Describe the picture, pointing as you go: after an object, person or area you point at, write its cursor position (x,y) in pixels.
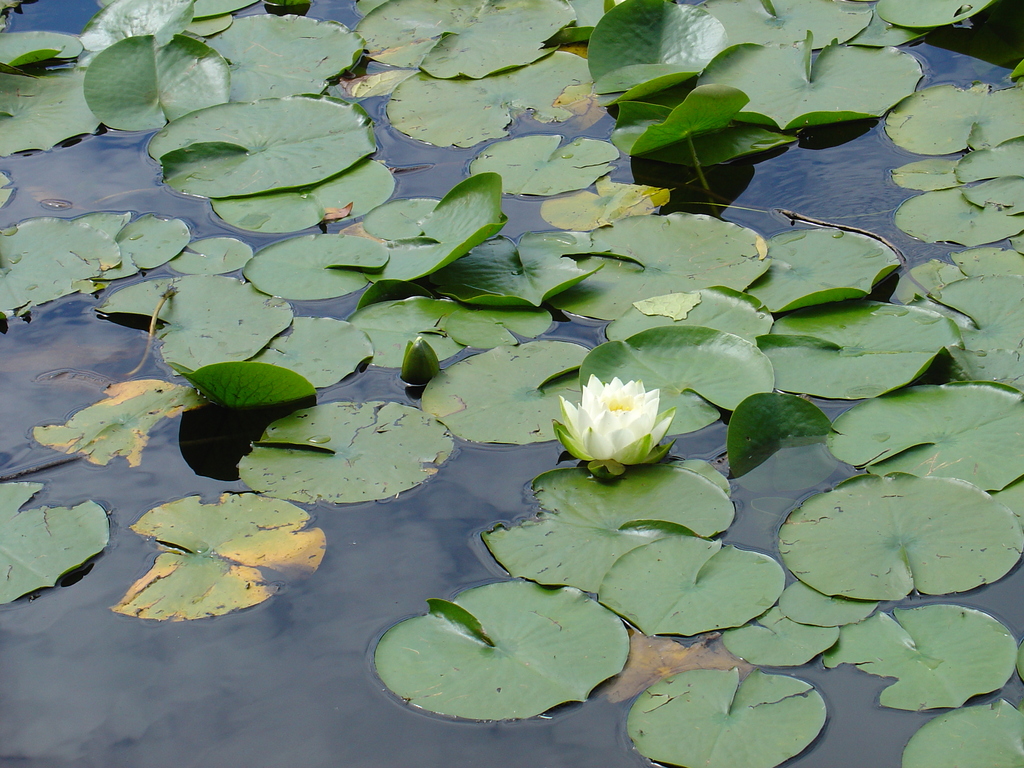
In this image there are leaves (1004,468) and a flower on the water (228,701).
